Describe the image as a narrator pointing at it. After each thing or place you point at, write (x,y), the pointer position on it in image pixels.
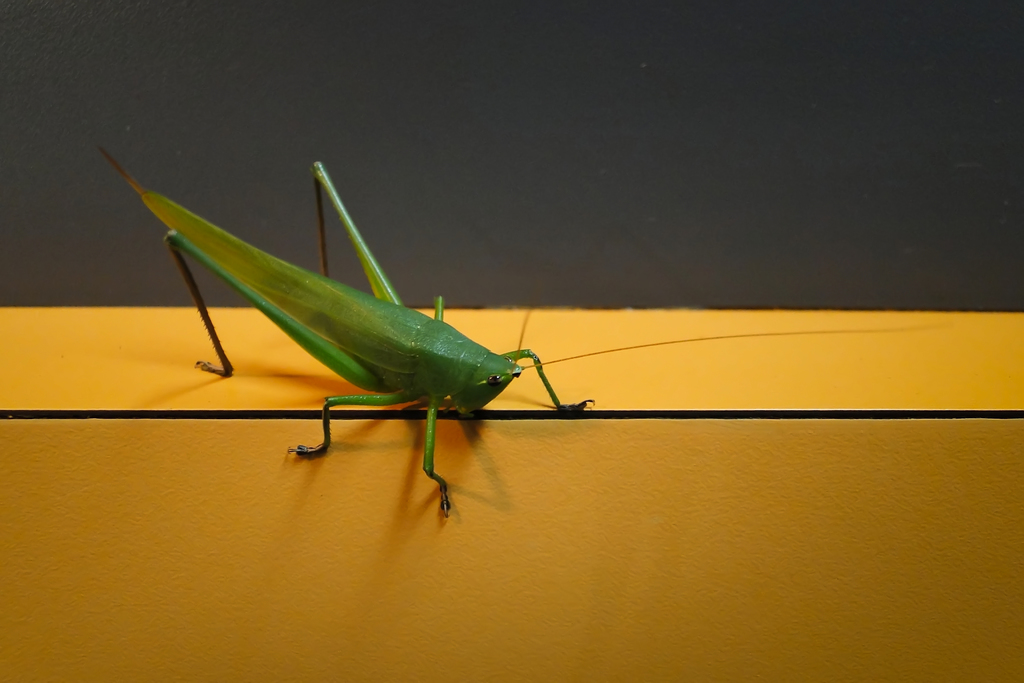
In this image, we can see a grasshopper (429,324) on some object (388,510).
